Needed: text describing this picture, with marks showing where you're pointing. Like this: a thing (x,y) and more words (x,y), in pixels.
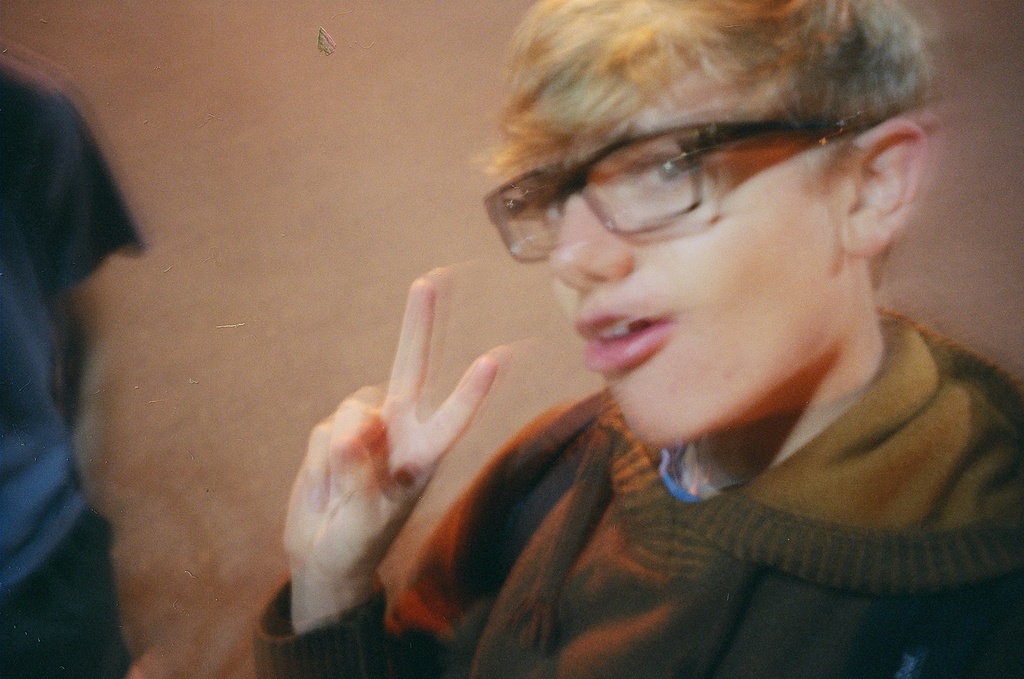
In this picture there is a boy (601,587) wearing brown color jacket (658,551), standing in front (629,351) and giving a pose to the camera. Behind there is a brown wall (901,242).
